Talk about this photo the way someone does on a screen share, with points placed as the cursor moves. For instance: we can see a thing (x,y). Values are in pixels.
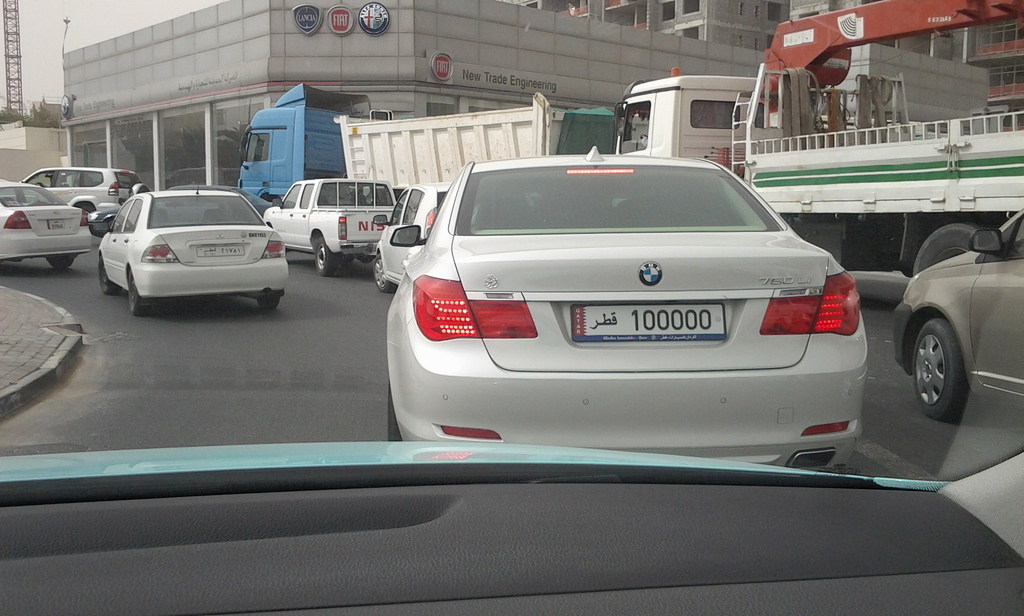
In this image we can see some cars (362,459) and trucks (250,136) on the road (320,380). On the backside (200,149) we can see a building (203,147) with windows (235,115) and the sky (112,7).
